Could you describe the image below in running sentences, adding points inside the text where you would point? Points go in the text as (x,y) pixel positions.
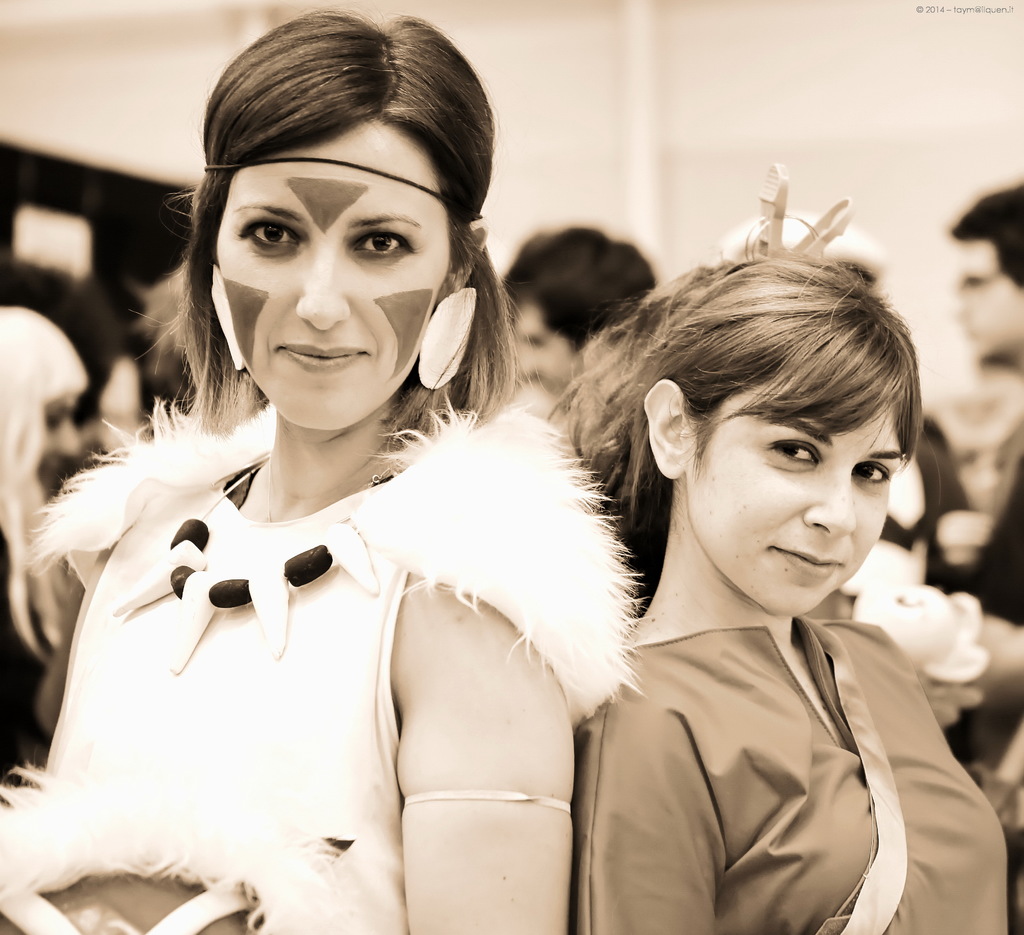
In this picture we can see two women (388,659) and they are smiling and in the background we can see few people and the wall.
